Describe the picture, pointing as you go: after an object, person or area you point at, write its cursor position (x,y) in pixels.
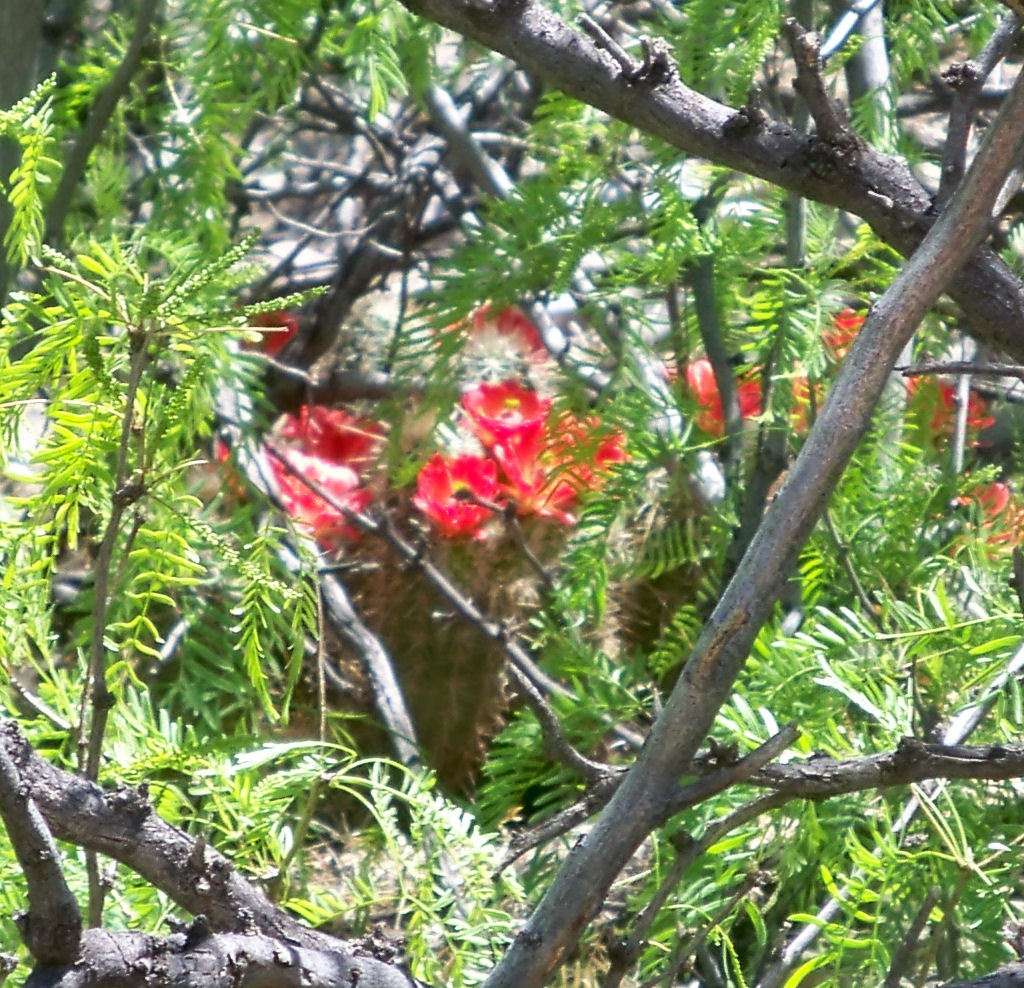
In this image I can see few trees (339,603) and few flowers (532,444) which are red in color. I can see the brown and white colored background (376,364).
